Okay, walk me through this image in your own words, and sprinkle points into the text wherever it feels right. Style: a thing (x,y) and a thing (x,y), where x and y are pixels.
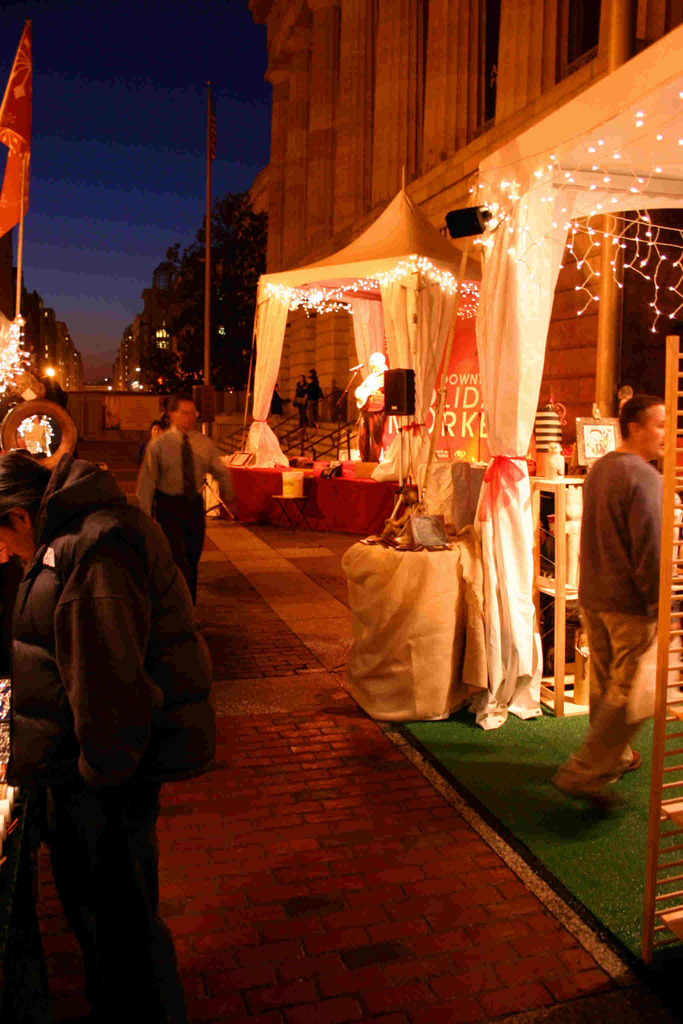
In this image I can see people (172,605) standing on the ground (350,697). Here I can see white color curtains (501,453), lights (20,342), a flag (4,183), a pole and other objects (392,718) on the ground (344,638). In the background (188,235) I can see buildings (123,370) and the sky (156,241).
